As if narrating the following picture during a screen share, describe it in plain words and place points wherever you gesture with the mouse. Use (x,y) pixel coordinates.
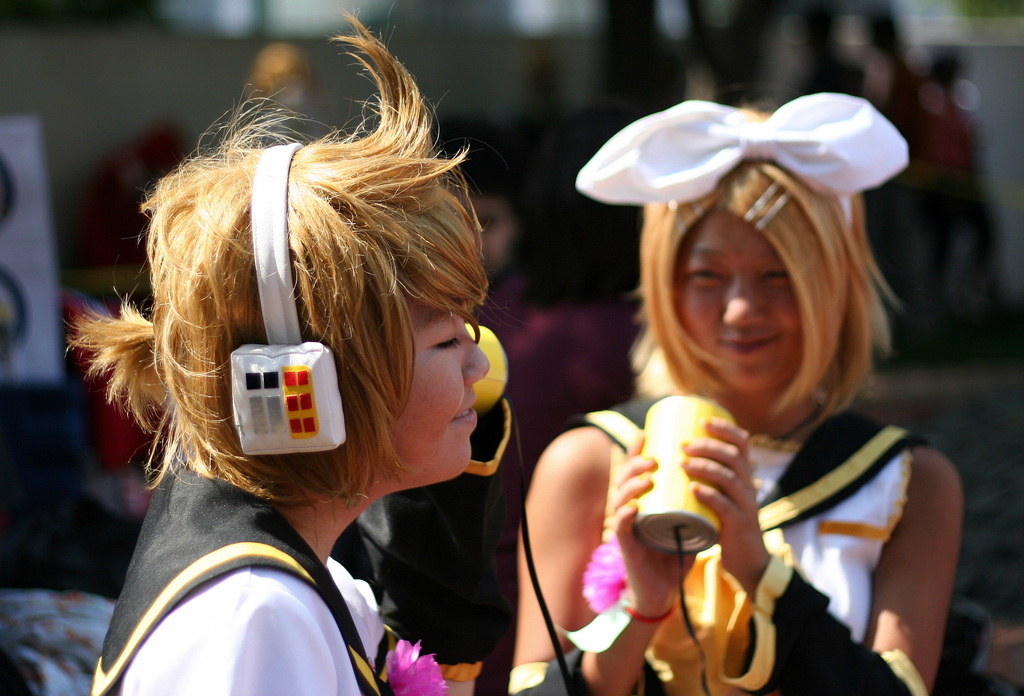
In this image we can see two persons (646,547) wearing similar dress (422,537), a person (267,387) put her can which is connected with a wire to the can (680,488) which is held by the other person (729,511) standing in the background (625,675) and the background (578,118) image is blur.
